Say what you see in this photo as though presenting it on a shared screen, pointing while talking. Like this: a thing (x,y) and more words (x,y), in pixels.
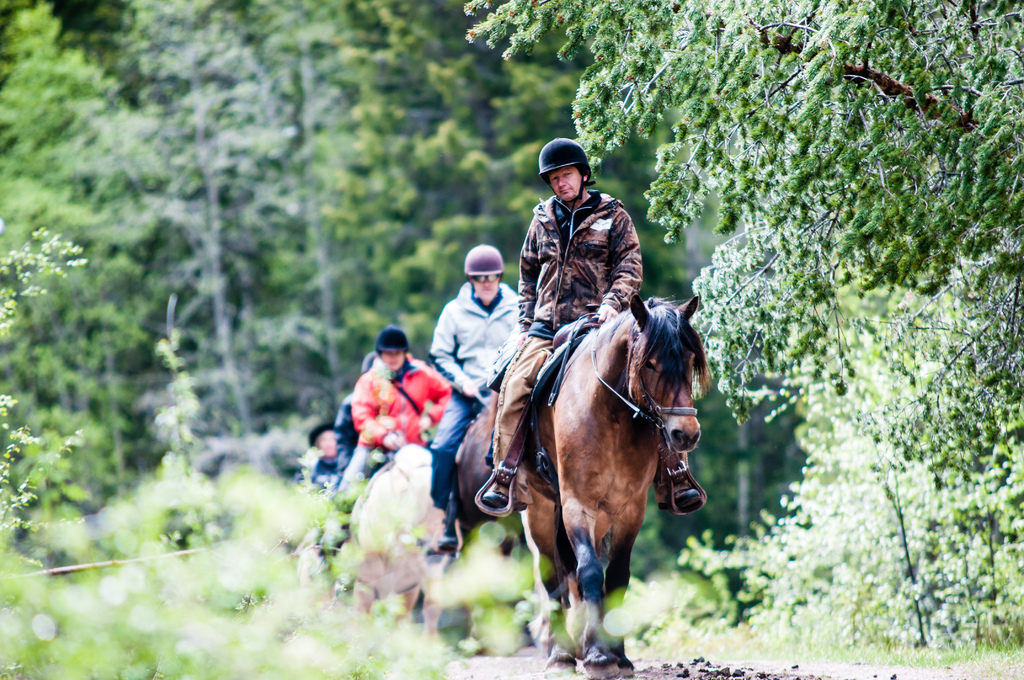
In this picture there is a person (555,237) riding a horse (612,362) wearing a black helmet (544,155). In the background (14,465) there trees (849,131) and plant (814,569).
